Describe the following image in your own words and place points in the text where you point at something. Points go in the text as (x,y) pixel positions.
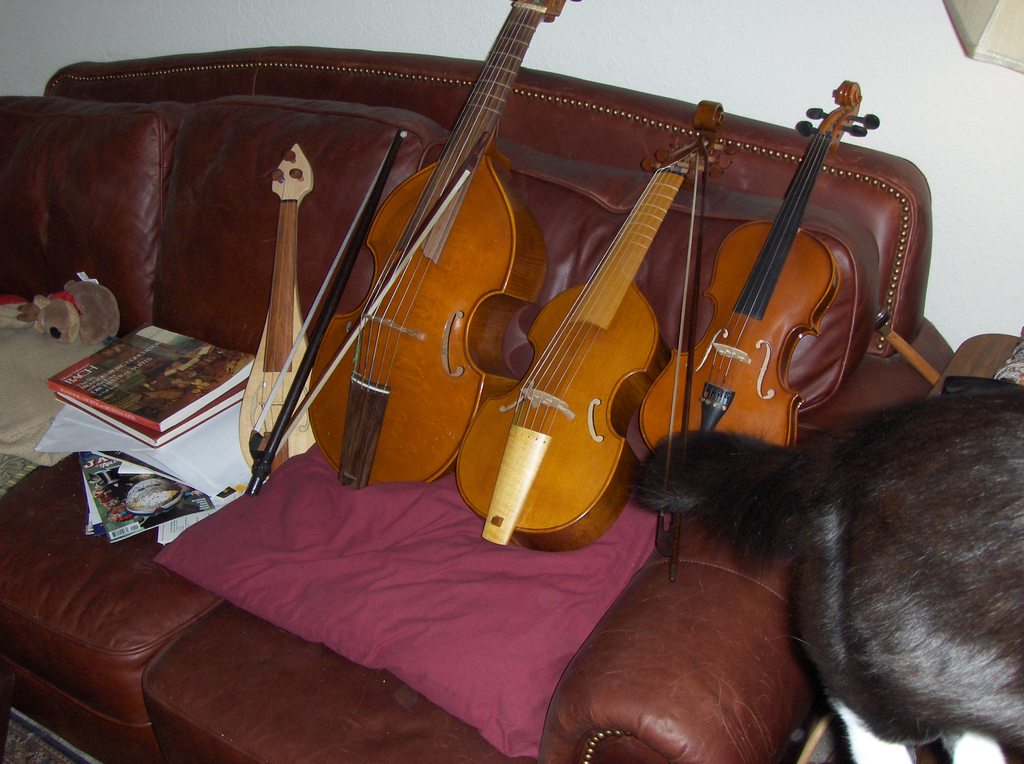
On a couch (596,253) there are string instruments (278,331) with a rod (288,407). There is a pillow (354,539), paper (222,433), book (185,389) and toys (114,325). Beside this couch (659,590) there is animal (963,566).
